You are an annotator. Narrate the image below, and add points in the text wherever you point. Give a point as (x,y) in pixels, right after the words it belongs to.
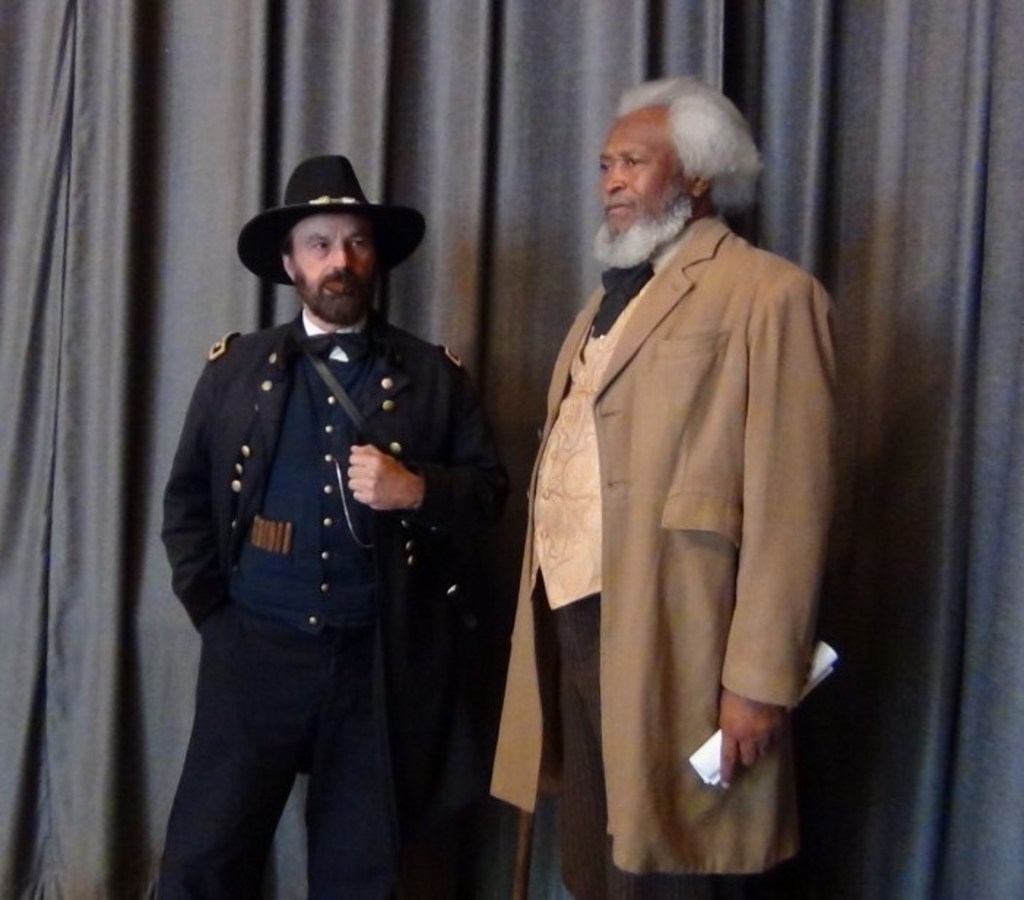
In the image we can see two men (550,540) standing and they are wearing clothes (536,671), the left side man (401,572) is wearing a hat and the right side man (776,612) is holding paper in hand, and behind them we can see the curtains (243,84).
